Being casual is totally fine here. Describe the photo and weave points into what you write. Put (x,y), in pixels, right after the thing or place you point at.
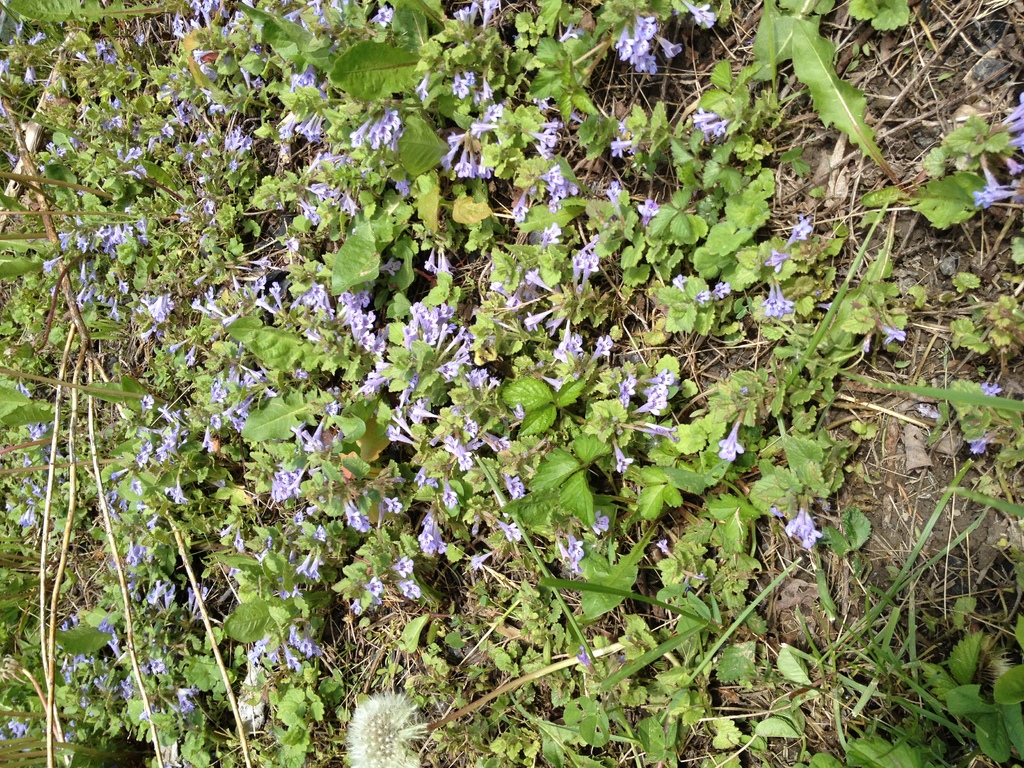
This picture shows plants (660,368) with violet color flowers (355,205).
